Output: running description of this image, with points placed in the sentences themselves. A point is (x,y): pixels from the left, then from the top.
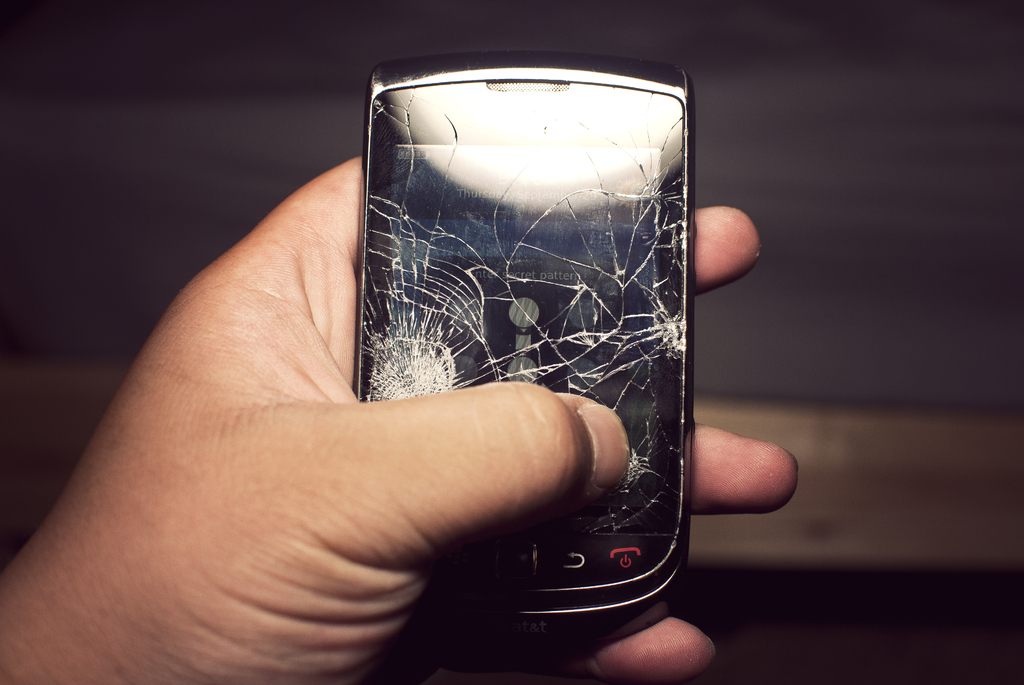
In this image we can see a person's hand (199,542) holding a mobile phone (679,128) and in the background (708,623) the image is blurred.
